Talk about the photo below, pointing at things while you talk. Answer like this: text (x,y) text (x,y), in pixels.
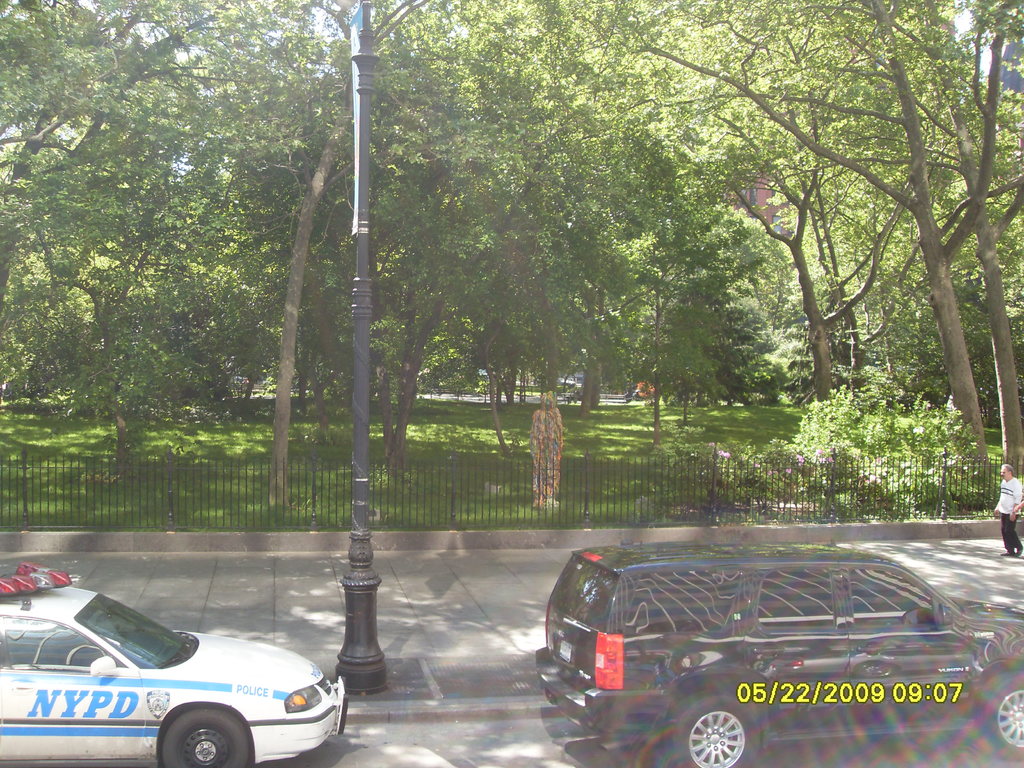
At the top of the image (288,159) we can see sky (194,54), buildings (755,204) and trees (543,203). At the bottom of the image (367,616) we can see street pole (371,42), iron grill (473,497), statue (542,445), ground (527,487), motor vehicles (890,648), person (1009,465) and road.
